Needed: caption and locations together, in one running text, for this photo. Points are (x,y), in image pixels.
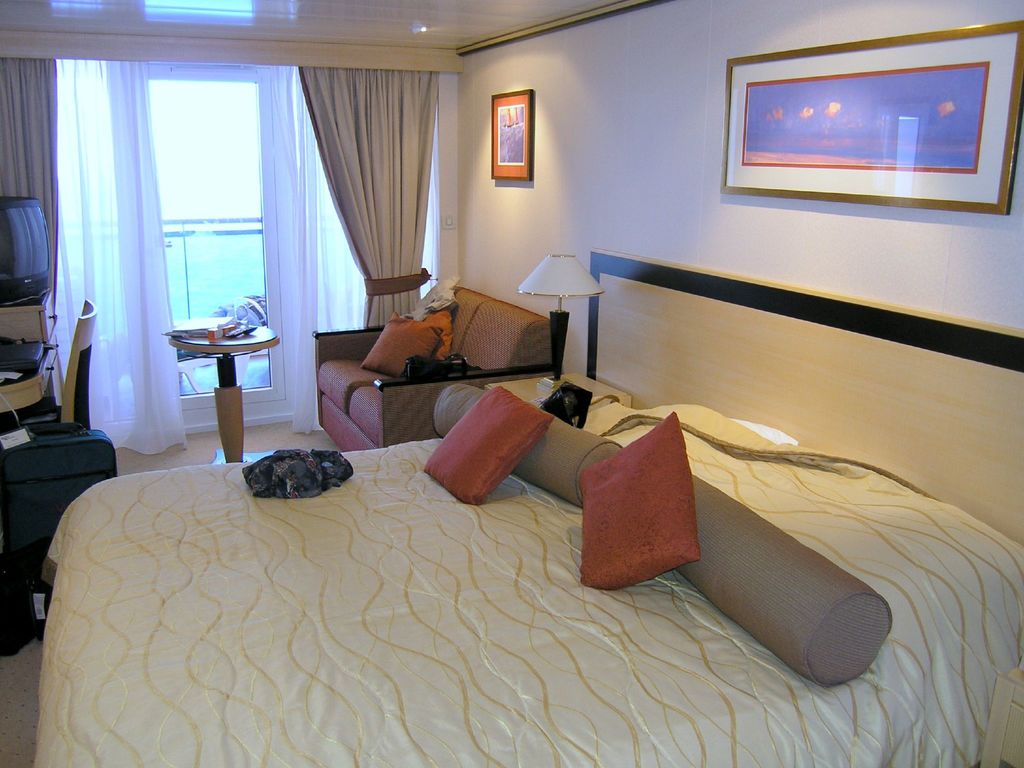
In this image I can see a bed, pillow (627,478), couch (399,423), lamp (557,277), table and a chair (75,387). At the back side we can see a frame (500,159), curtain (408,234).
